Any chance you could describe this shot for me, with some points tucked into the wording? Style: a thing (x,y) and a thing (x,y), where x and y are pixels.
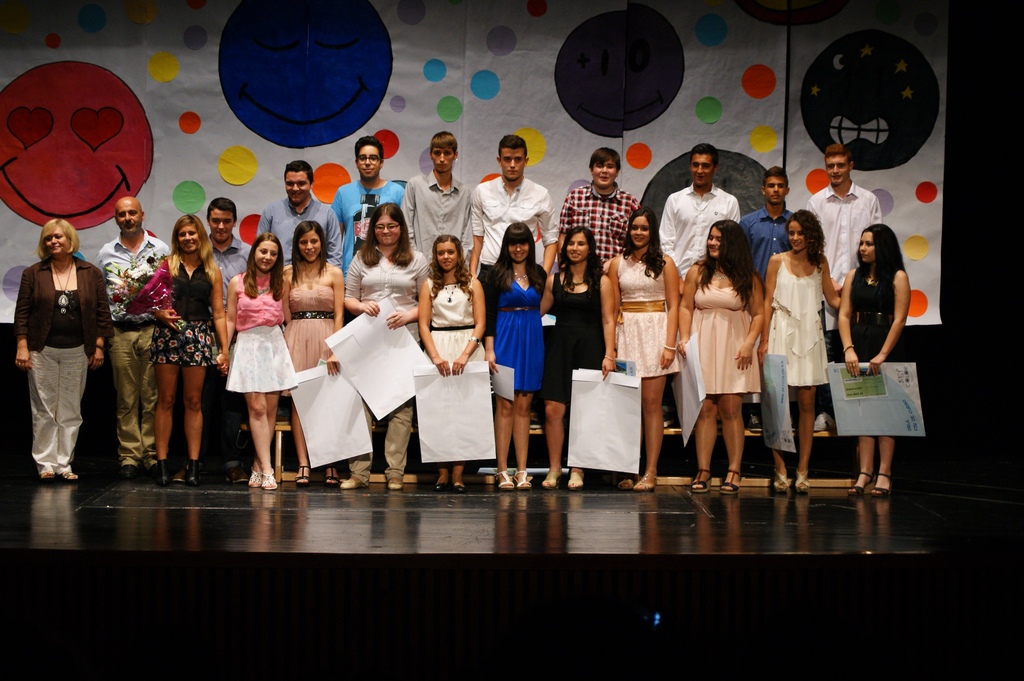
Here we can see group of people (518,313) posing to a camera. They are holding papers (766,409) and she is holding a flower bouquet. This is floor (484,545). In the background (375,39) we can see a banner (814,142).
